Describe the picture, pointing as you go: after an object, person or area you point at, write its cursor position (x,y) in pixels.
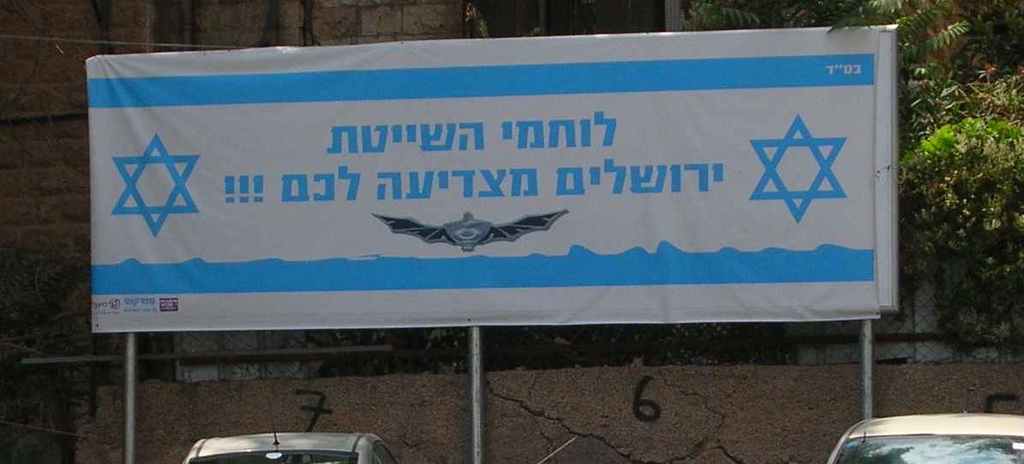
In this image we can see some written text (295,178) on the board (309,171), there are two vehicles (966,430), metal fence (964,337), wall (993,374), trees (935,91).
